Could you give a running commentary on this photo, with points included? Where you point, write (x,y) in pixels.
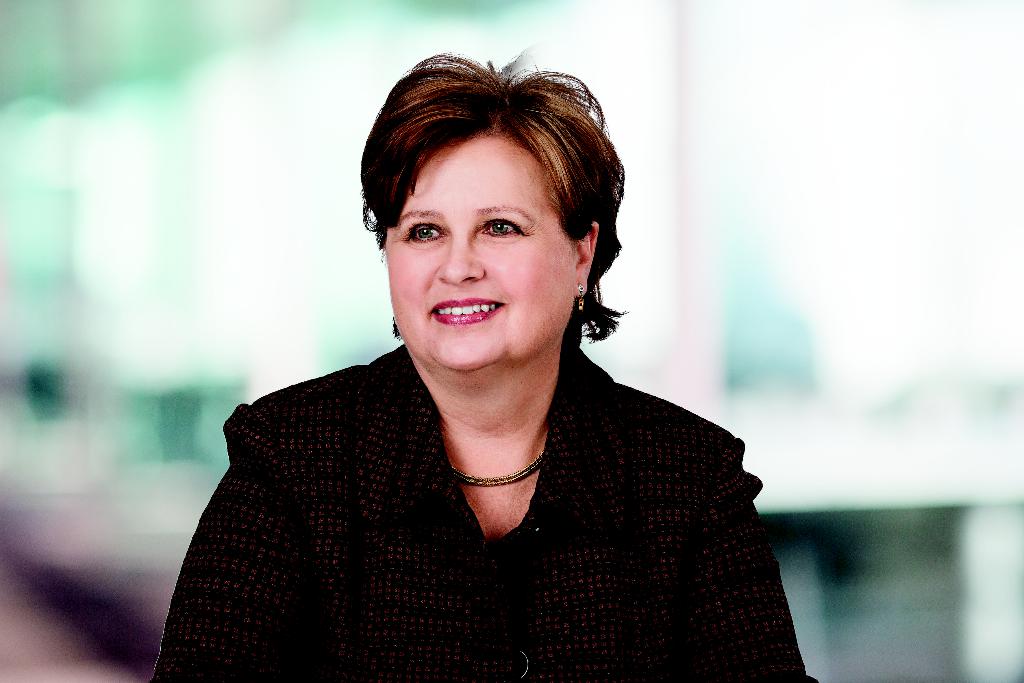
There is a woman (516,534) in black color jacket (398,531), smiling. In the background (877,430), there are other objects (188,103).
